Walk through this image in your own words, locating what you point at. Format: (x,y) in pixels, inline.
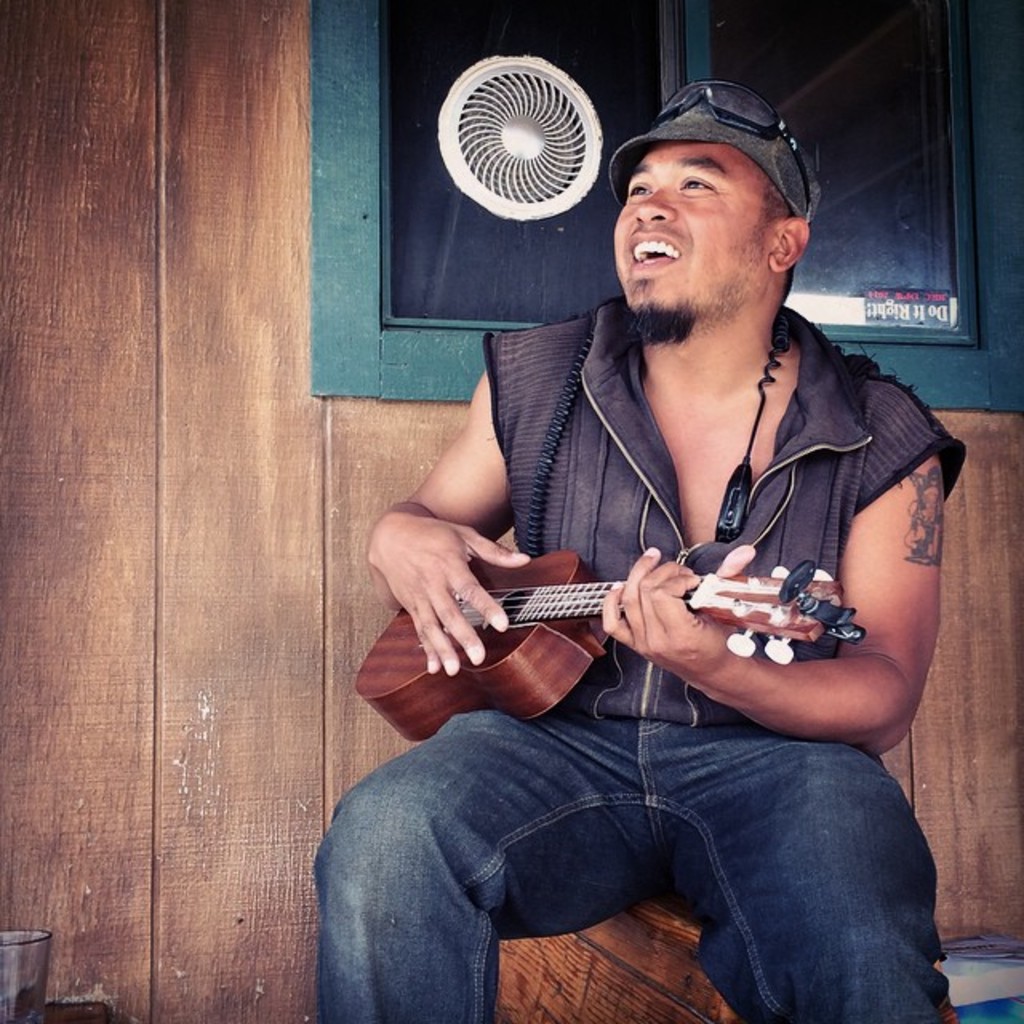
In this picture there is a man (495,836), he is playing a guitar (383,685). He is wearing a jacket (858,416), hat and a blue jeans (731,749). In the background (242,291) there is a wood wall (231,199) and a window (321,139).
